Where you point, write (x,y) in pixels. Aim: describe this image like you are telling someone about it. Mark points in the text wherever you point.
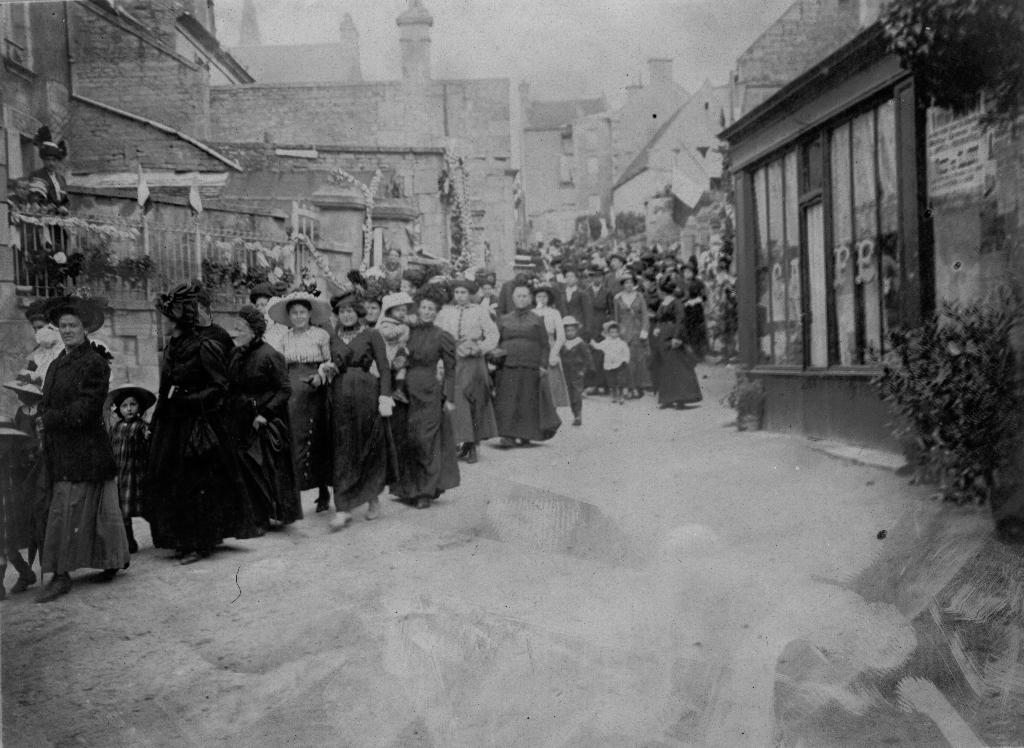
This is a black and white image in this image there are a group of people (586,311) who are walking, and on the right side (820,212) and left side (314,187) there are some buildings (959,233), plants (961,9). At the bottom (243,575) there is a walkway (219,599).
